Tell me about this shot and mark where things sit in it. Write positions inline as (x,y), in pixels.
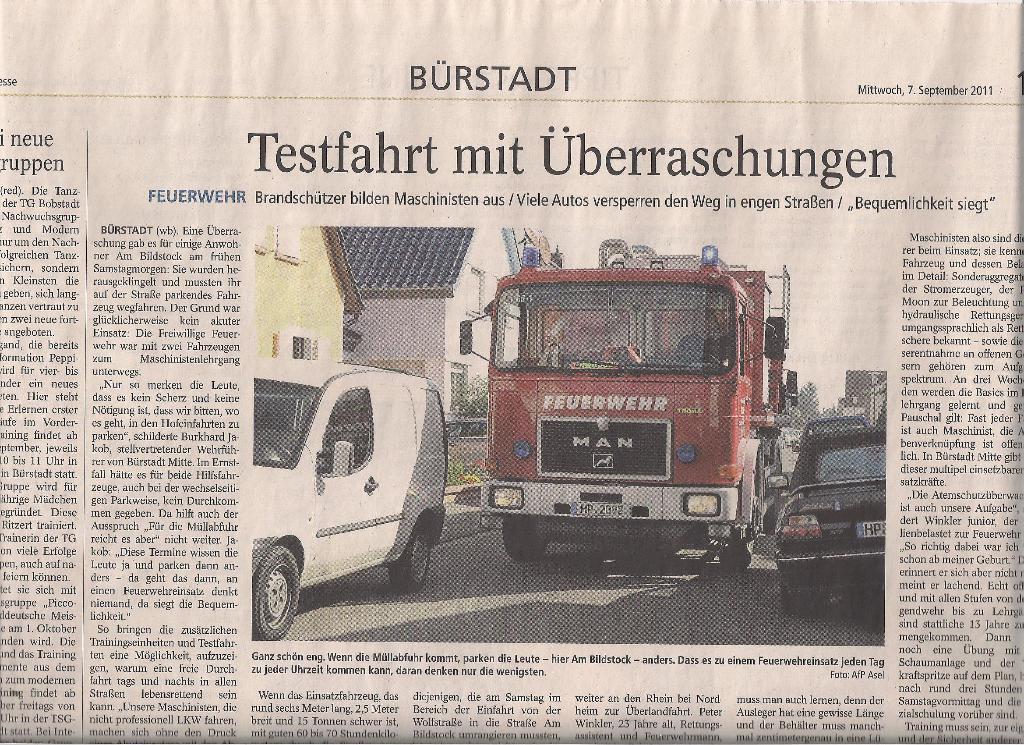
In the center of the image (358,405) there is a news paper (833,569). In which there are vehicles (712,298) and some text (92,474).
